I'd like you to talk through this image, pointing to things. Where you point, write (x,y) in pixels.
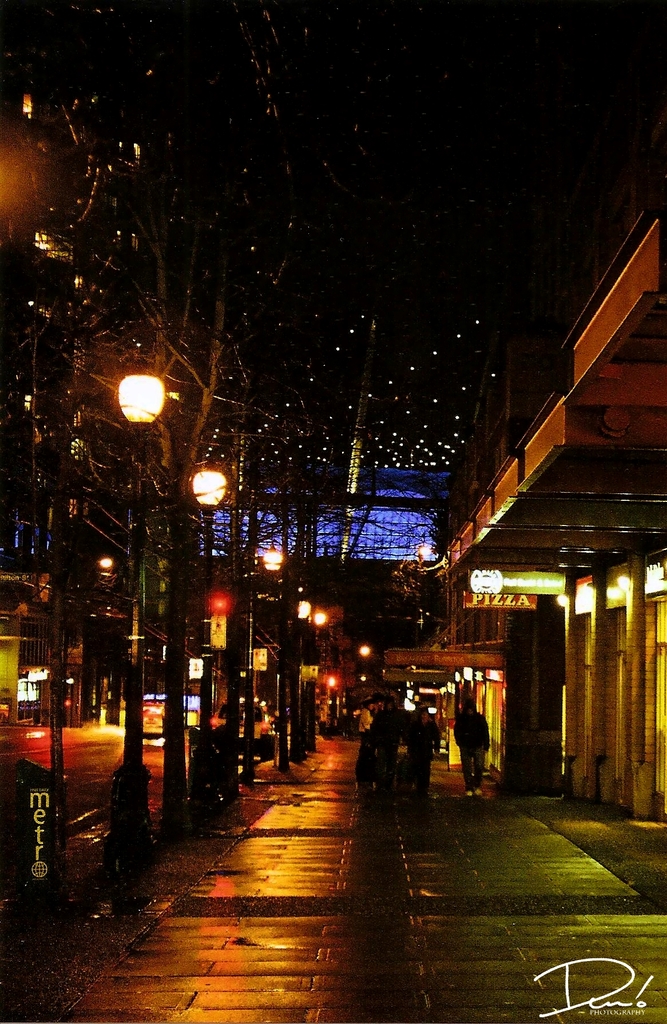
Here we can see few persons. There are poles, lights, boards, and buildings (449,494). There is a dark background (576,97).
